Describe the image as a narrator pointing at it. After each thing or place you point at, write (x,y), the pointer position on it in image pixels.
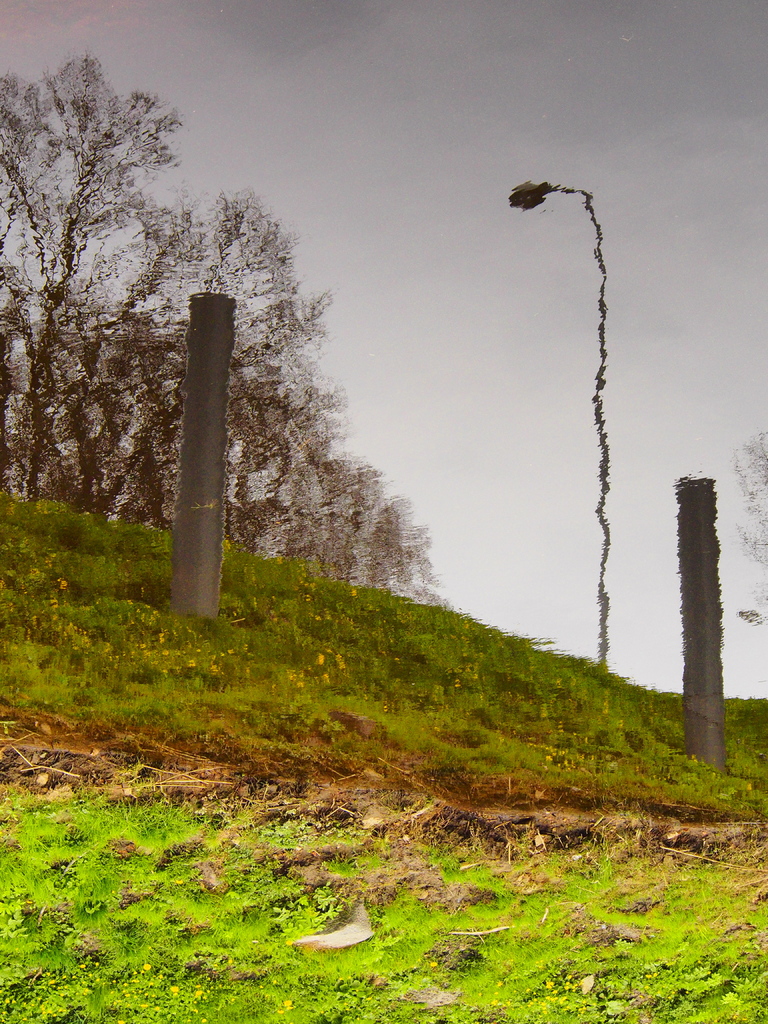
In this image we can see grass (402,910), street light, fencing (225,358), trees (260,379) and sky (246,117) through the water (339,503).
